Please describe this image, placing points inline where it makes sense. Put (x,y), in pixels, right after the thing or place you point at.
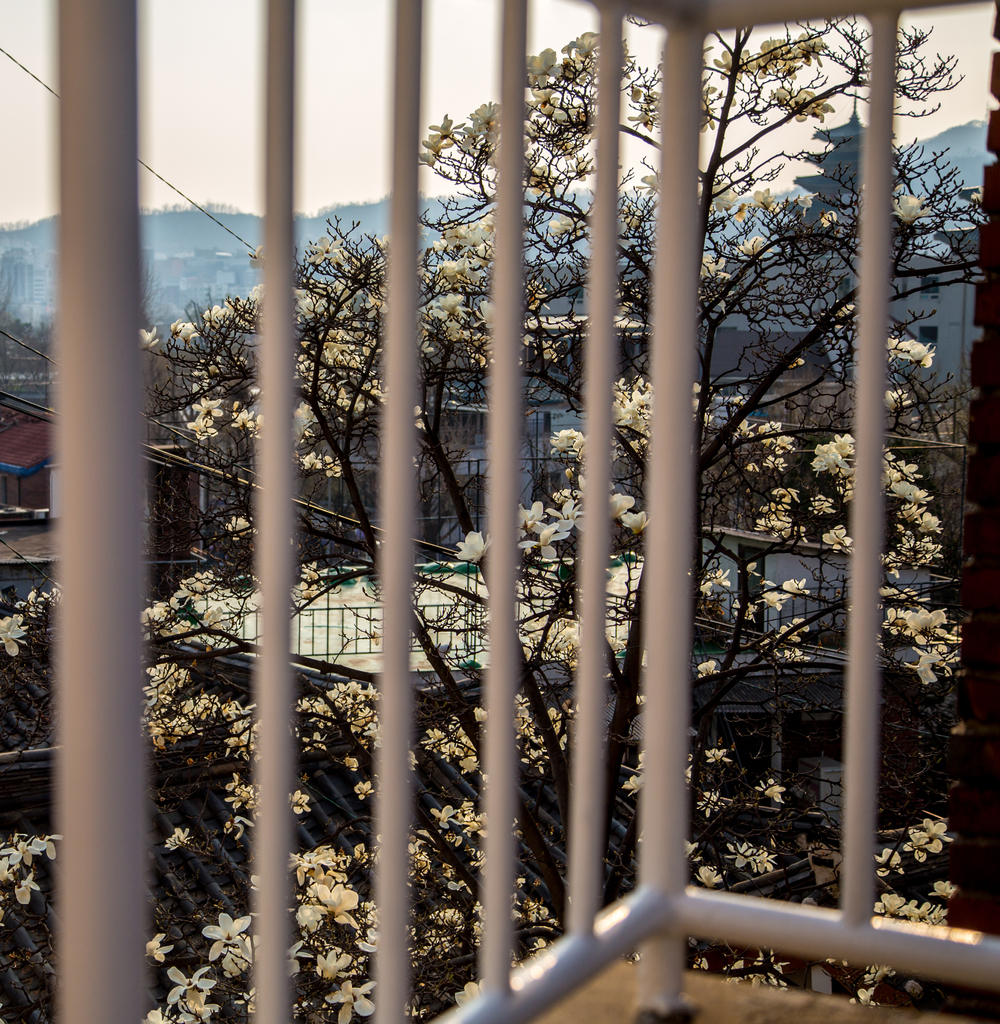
This image is taken outdoors. At the top of the image (246,90) there is the sky (13,126). In the background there are a few trees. There are many buildings (183,299) and houses (26,479). There is a tree (529,519) with flowers (574,520), stems (732,423) and branches (780,399). In the middle of the image (593,669) there is a railing (654,832). At the bottom of the image (697,990) there is a floor (831,996).
